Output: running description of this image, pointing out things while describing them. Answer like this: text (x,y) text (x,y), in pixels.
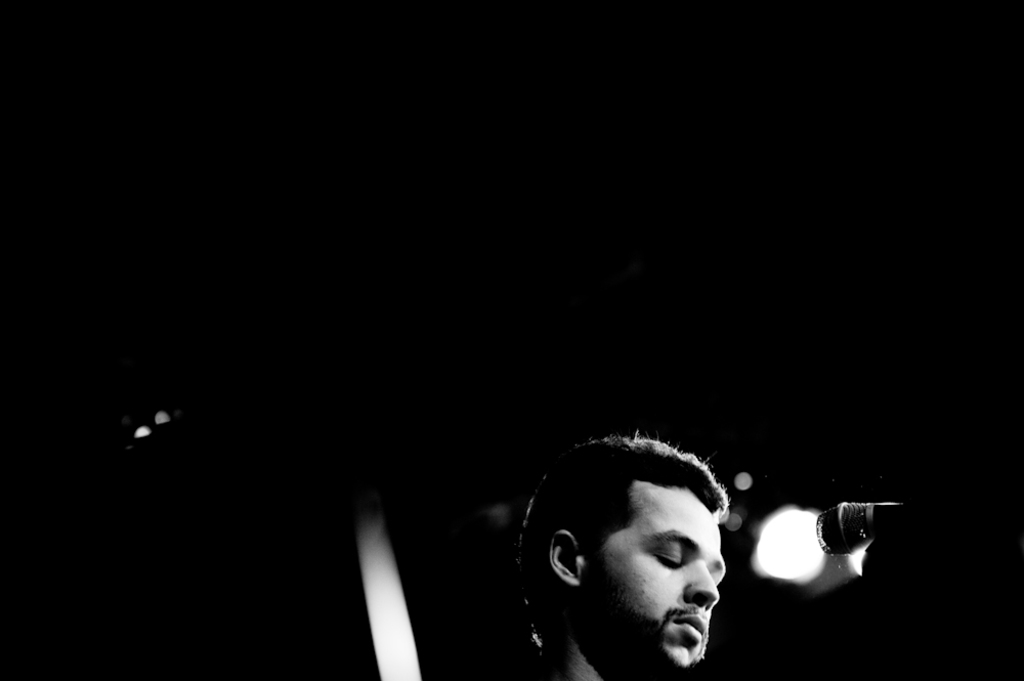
In this picture I can see there is a person (635,539) standing and there is a microphone (889,532) in front of him and the backdrop of the image (972,538) is dark. This is a black and white image.
